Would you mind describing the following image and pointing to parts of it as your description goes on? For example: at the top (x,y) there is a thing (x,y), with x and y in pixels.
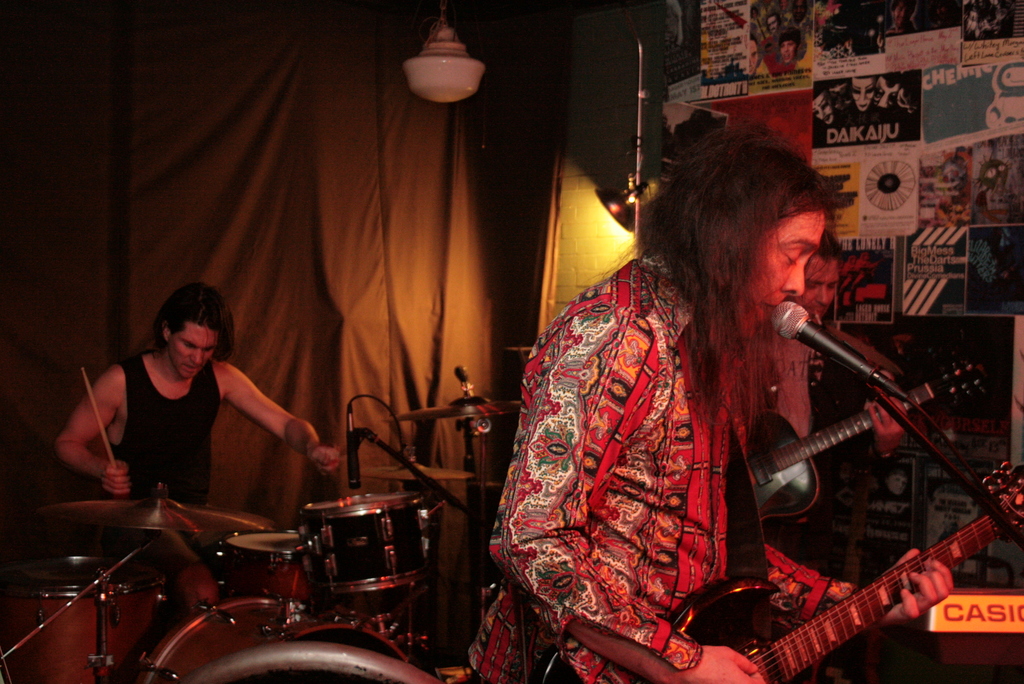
in this picture we can see a person (650,435) standing and holding a guitar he singing a song with the help of microphone (848,354) and beside one more person (815,393) is standing and he is holding a guitar (791,468) at the left corner (214,410) we can see a person (198,411) sitting he is playing a drums (47,591).
